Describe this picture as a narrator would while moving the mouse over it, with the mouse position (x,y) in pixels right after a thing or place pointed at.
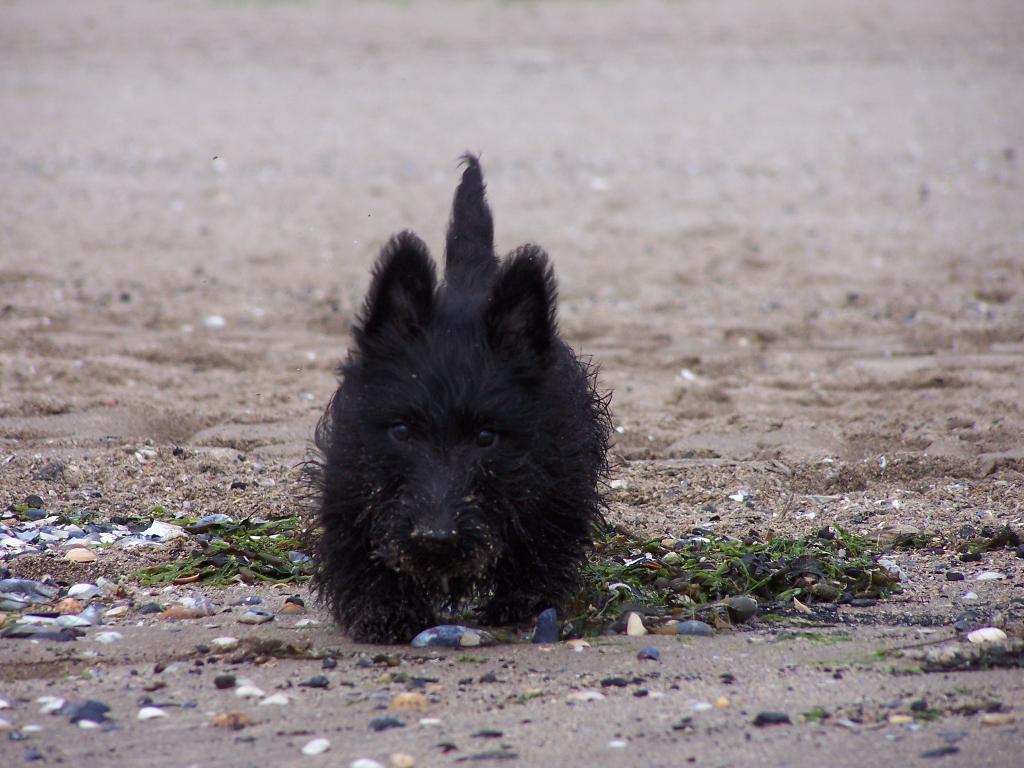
In this picture we can observe a black color dog (446,467) standing on the land (233,475). We can observe some stones (451,626) here. In the background (522,96) there is an open land (448,107).
